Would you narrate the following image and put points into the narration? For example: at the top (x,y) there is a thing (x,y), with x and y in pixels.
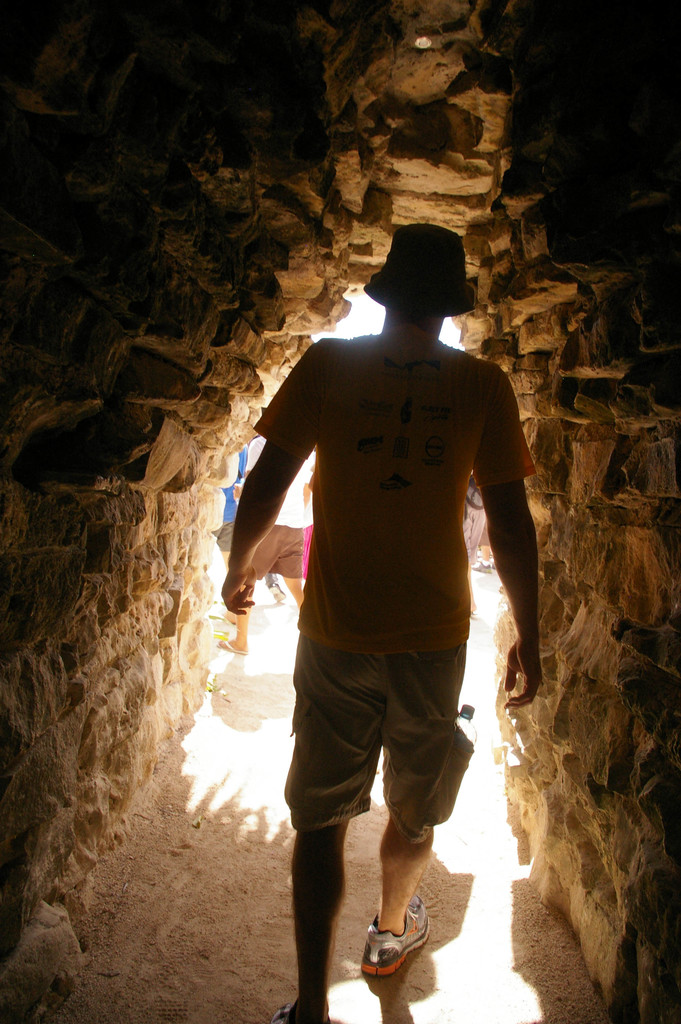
In the foreground of this picture (352,500), there is a man (428,718) walking in cave like structure (580,469). In the background (300,565), there are persons (481,532) moving on the ground (248,760).
